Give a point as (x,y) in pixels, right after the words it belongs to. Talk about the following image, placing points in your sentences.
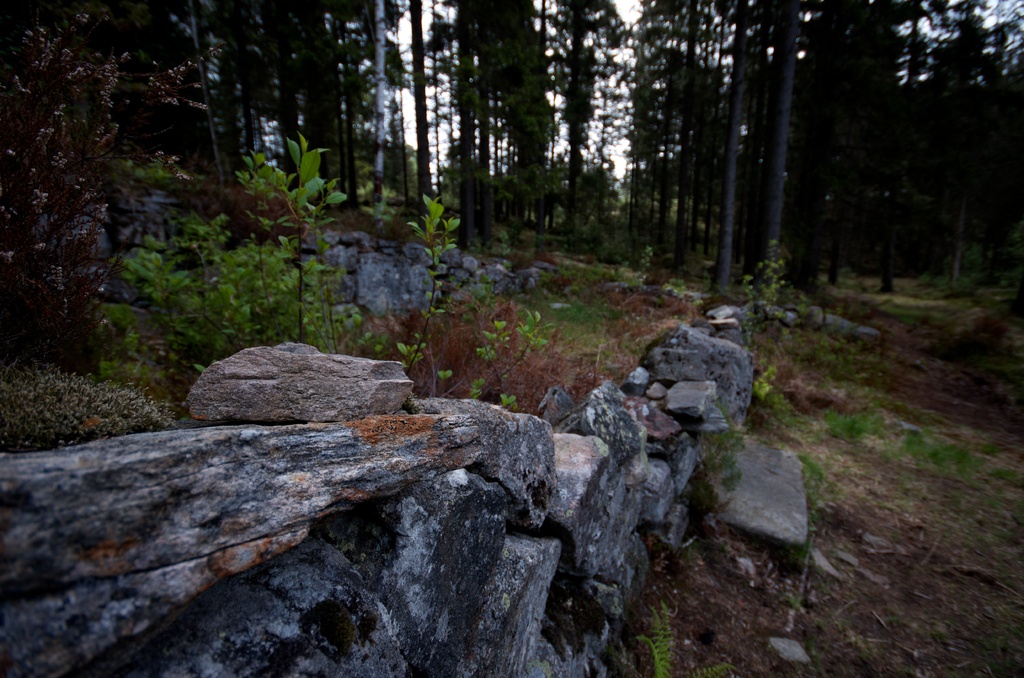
In this image in the front (399,497) there are stones (577,485) and on the left side (202,258) there are plants (314,276). On the right side (933,452) there's grass (908,449) on the ground (885,440). In the background (538,132) there are trees (710,168).
